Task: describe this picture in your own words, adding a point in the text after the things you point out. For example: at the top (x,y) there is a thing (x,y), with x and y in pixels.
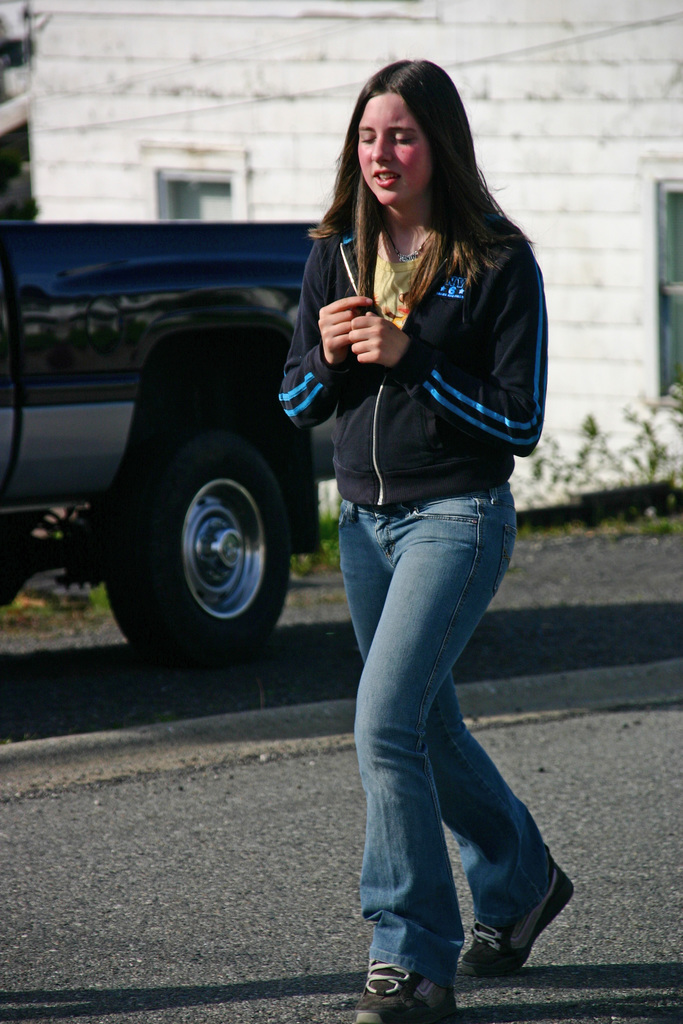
In this image I can see a person (375,819) wearing black jacket (457,423), blue pant (412,548). Background (59,309) I can see a vehicle (74,320) and building (216,161) in white color.
